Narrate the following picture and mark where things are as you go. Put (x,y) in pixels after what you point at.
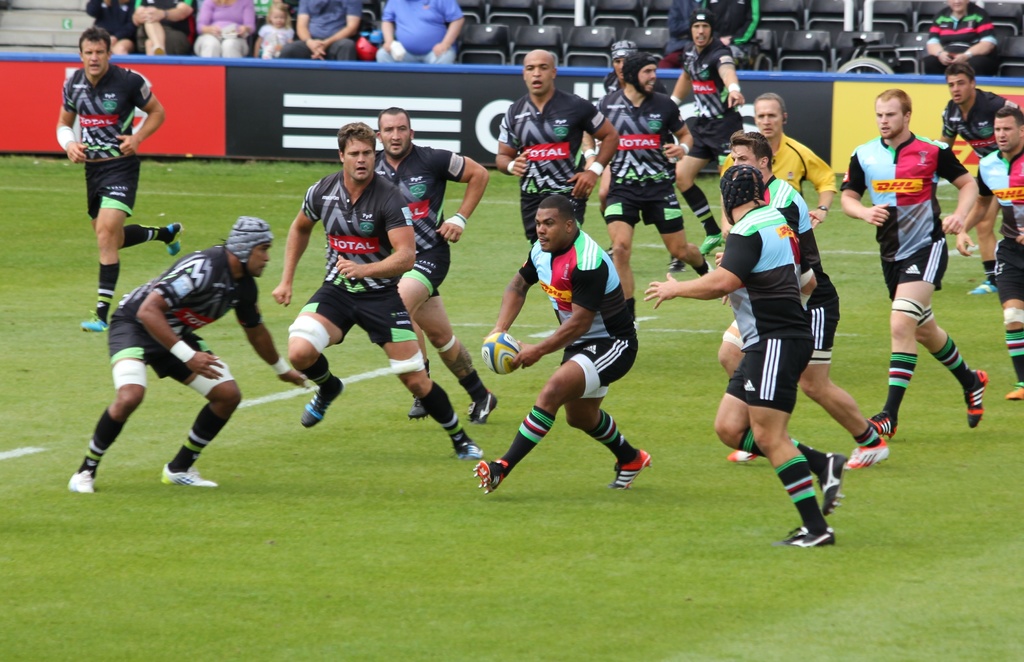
In this image I can see few people (1003,275) are wearing different color dresses (779,395) and one person (571,370) is holding a ball (492,367). Back I can see few colorful boards (453,150) and few people (429,9) are sitting on the chairs (632,35).
